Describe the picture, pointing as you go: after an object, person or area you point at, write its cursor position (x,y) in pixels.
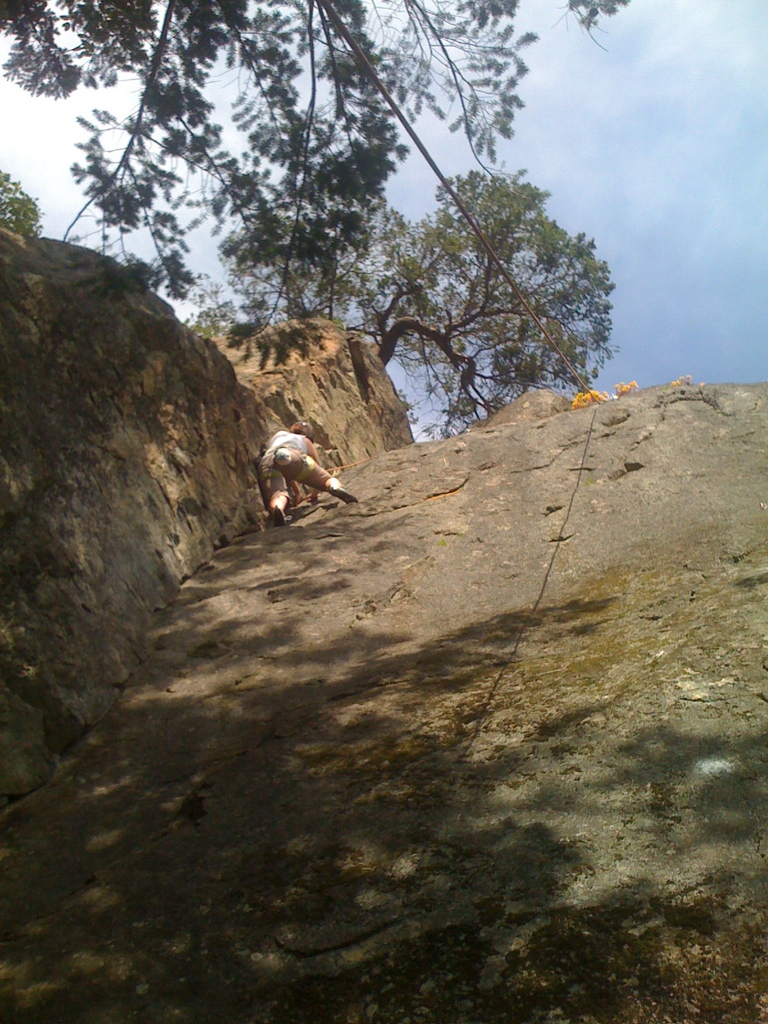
There is a hill (435,583). And a person (287,462) is climbing the hill (246,445). On the top of the hill (343,355) there is a tree (484,288). In the background (655,97) there is sky (628,112). Also there is a rope (543,327).
